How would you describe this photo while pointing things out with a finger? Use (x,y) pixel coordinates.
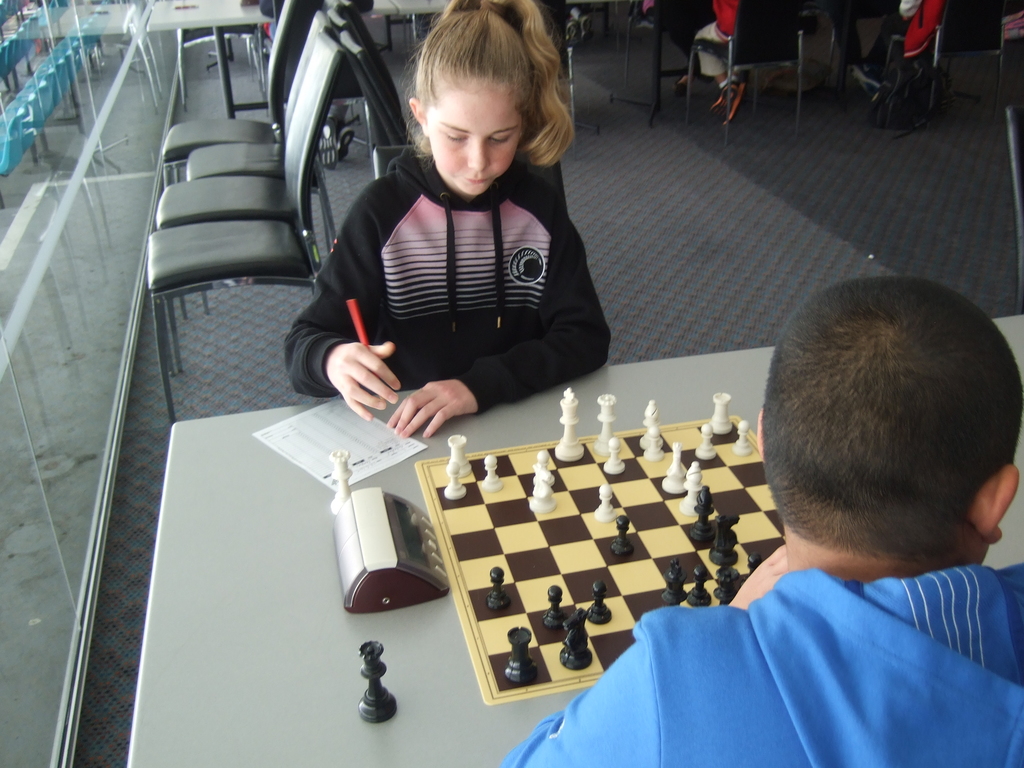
We can able to see chairs (253,166). This girl (390,194) and this man (897,492) are sitting on a chair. In-front of this person (568,721) there is a table (329,656), on a table (337,668) there is a paper (352,449), chess board coins (648,457) and board (615,502). This girl (436,318) is holding a pen (362,321). Far we can able to see persons (922,40) sitting on a chair (751,32). Beside this chair (956,25) there is a bag (902,96).
